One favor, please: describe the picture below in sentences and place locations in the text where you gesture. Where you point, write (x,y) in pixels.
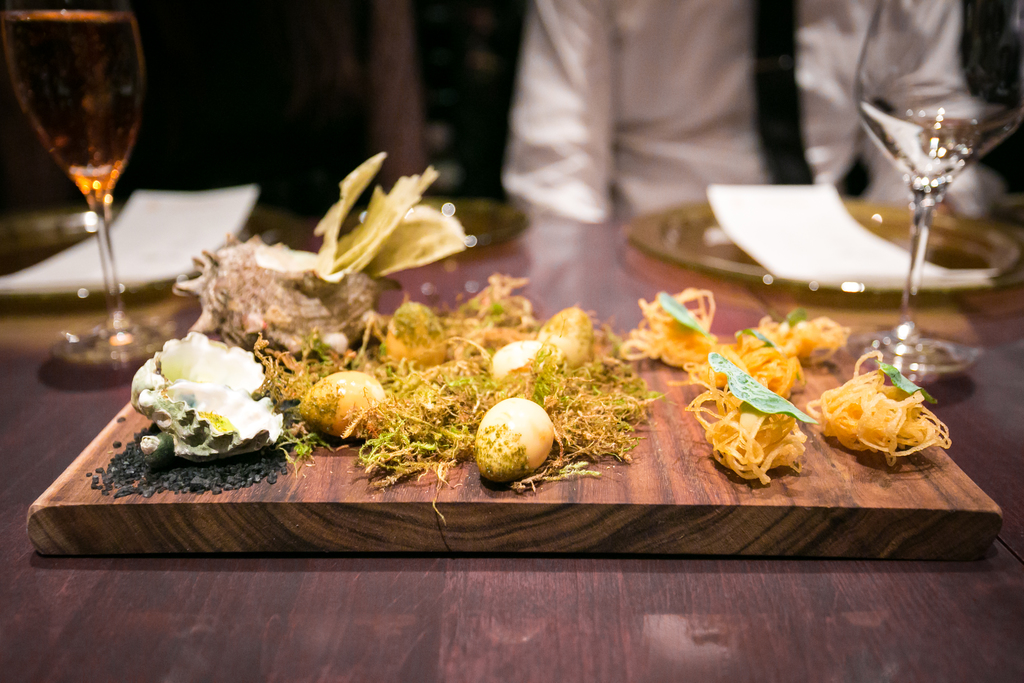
There are some eatable items (496,443) on the table (54,444) and two wine glasses (81,105).
